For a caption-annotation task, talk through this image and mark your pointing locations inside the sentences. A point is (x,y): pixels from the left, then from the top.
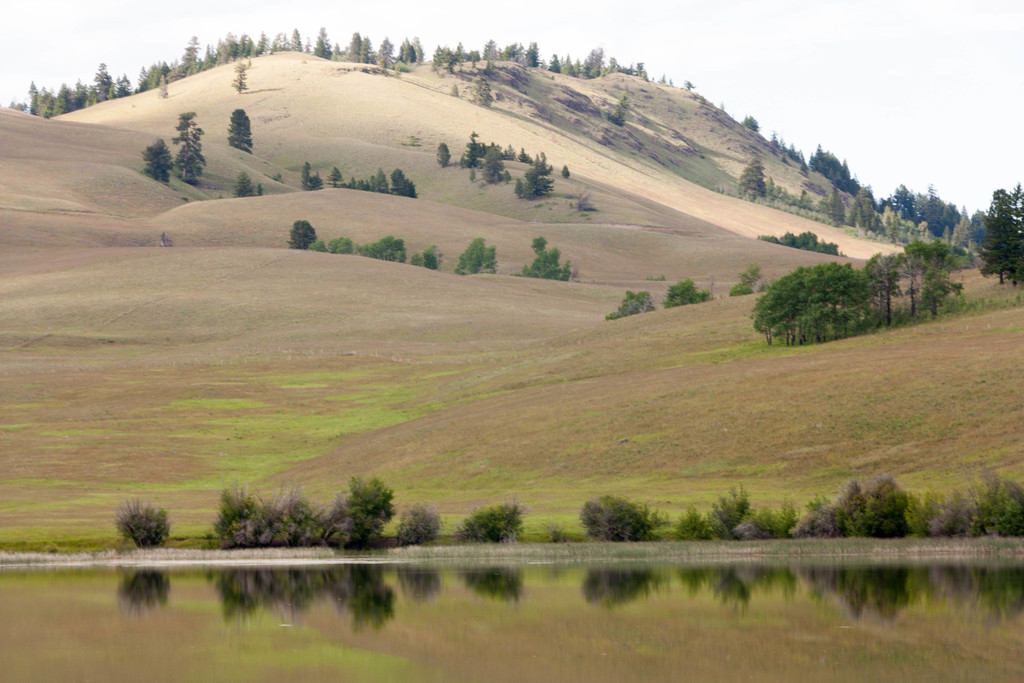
In this image we can see there is a river (393,607), trees (832,290), mountains (344,113) and sky (273,35).
